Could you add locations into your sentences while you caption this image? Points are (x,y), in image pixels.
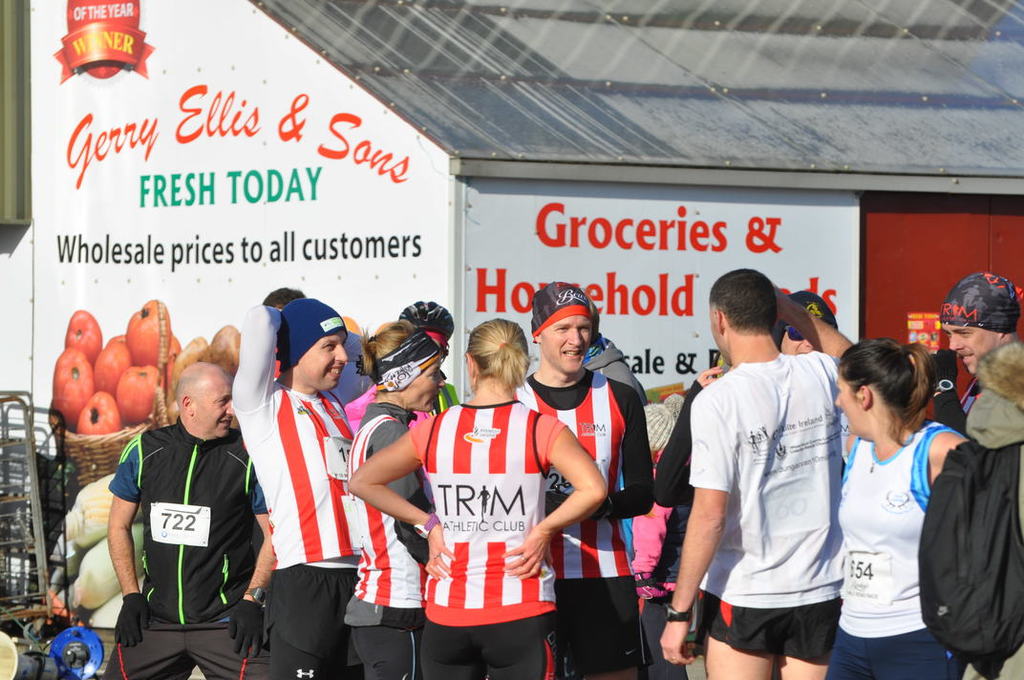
At the bottom of this image (407,466), there are persons (406,400) in different color dresses (269,387). Some of them are smiling. In the background (709,230), there are posters (297,141) pasted on the walls (157,295) of a building (720,0) which is having a roof (832,0) and there are other objects (48,557).
